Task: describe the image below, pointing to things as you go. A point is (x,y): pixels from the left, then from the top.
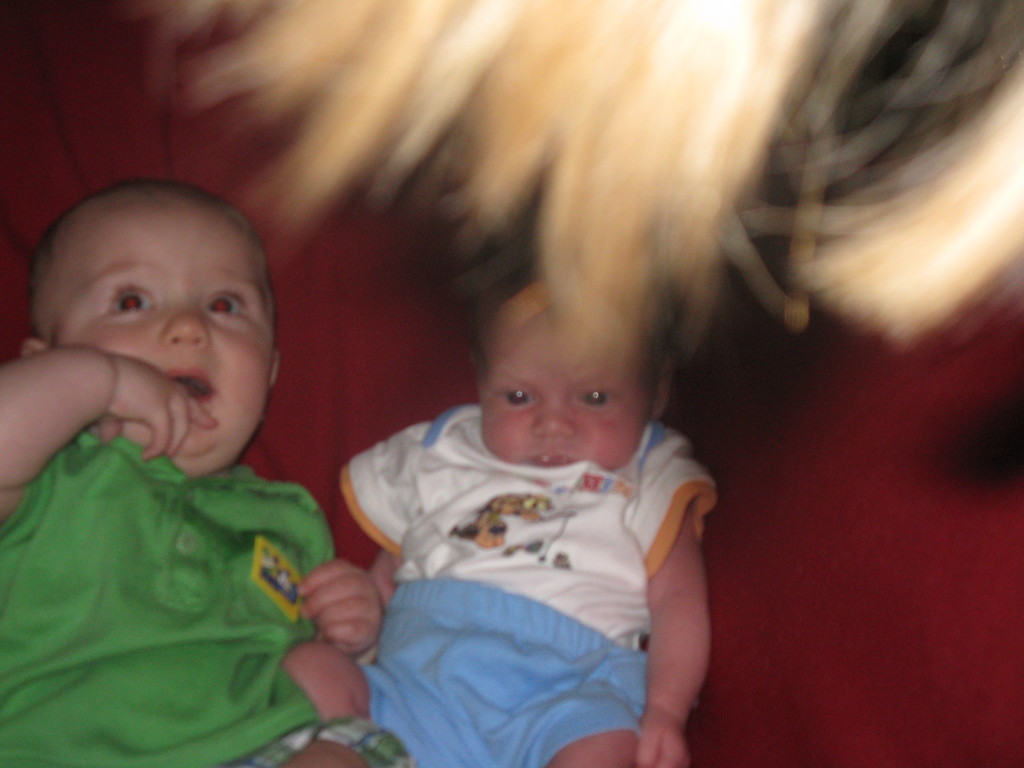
In the image I can see two children (300,664) among them the child (149,404) on the left (82,586) is wearing green color clothes (139,578).
